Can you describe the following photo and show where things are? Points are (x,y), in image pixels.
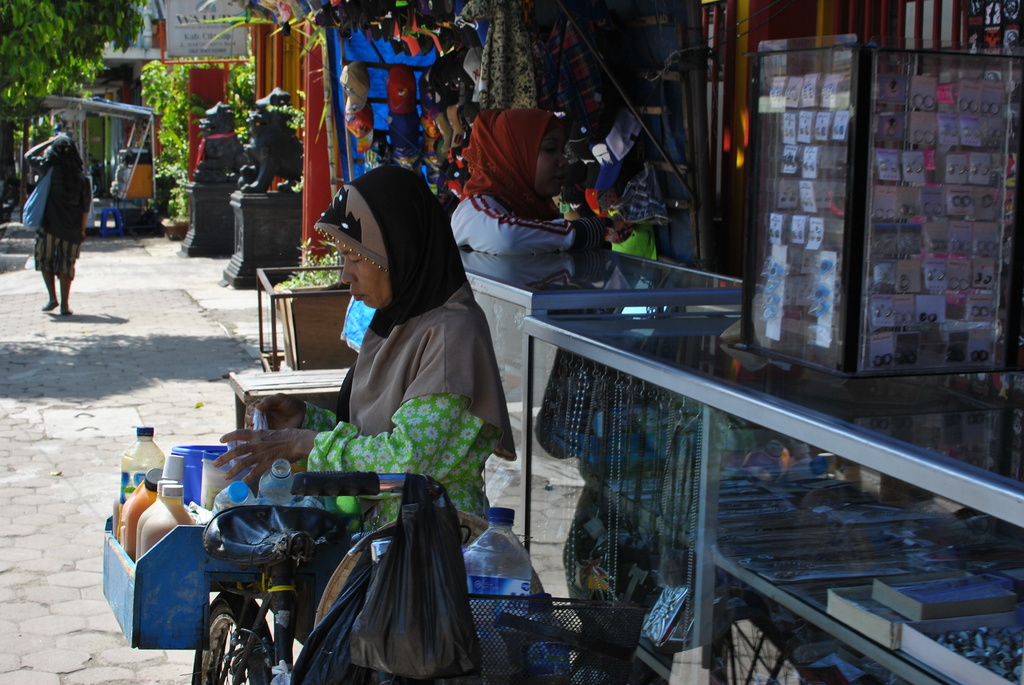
This is a picture of outside of city and there is a woman (58,259) walking on the road (18,317) and a woman (380,385) stand in front of a shop (829,544) and in front her there is bicycle (192,529), on the bicycle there are the bottles (132,535) kept on the box (158,584) and there are some sculpture (206,152) on the middle corner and there are some trees (91,38) visible and left corner (54,43) there is a table (836,452).
